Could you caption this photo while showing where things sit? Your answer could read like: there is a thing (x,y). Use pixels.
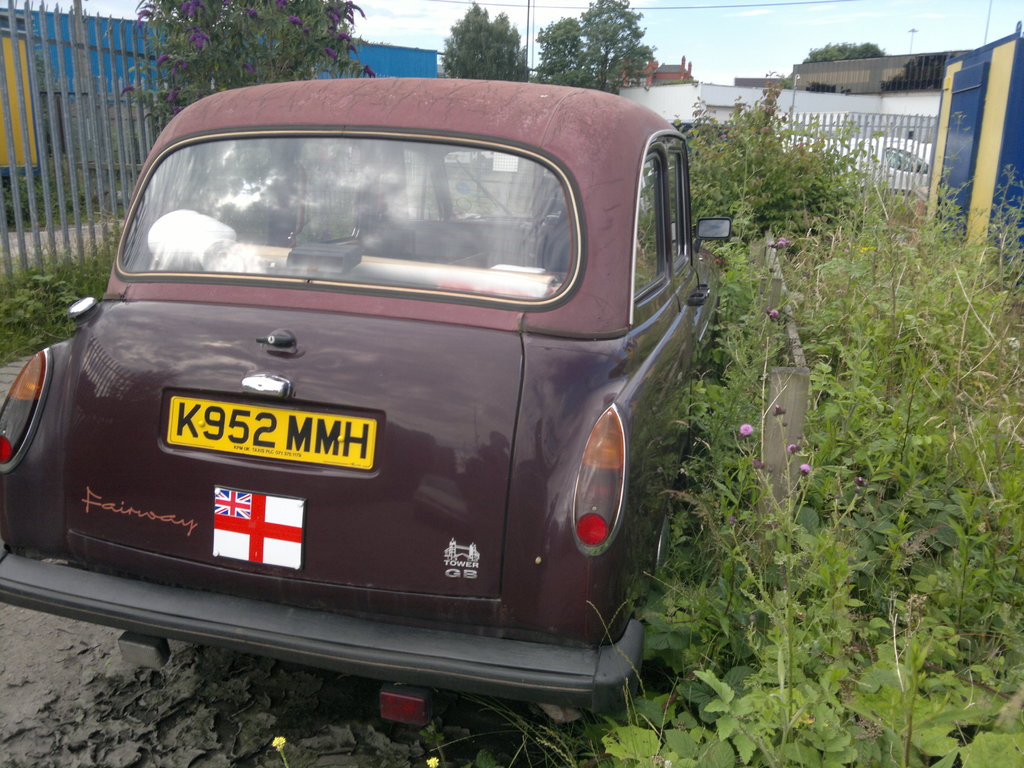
In front of the picture, we see a car (432,415) in maroon and black color is parked. Beside that, we see trees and plants (768,521) with pink and yellow flowers (802,472). On the right side (981,147), we see a wall (1012,150) or a gate (1012,150) in blue and yellow color. Beside that, we see a railing (917,191). Behind that, we see a car (889,161) is moving on the road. On the left side (74,79), we see a railing (5,86) and a tree (166,90). Behind that, we see a shed (12,71) in yellow and blue color. There are trees (560,72), poles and buildings (660,67) in the background (790,97).
